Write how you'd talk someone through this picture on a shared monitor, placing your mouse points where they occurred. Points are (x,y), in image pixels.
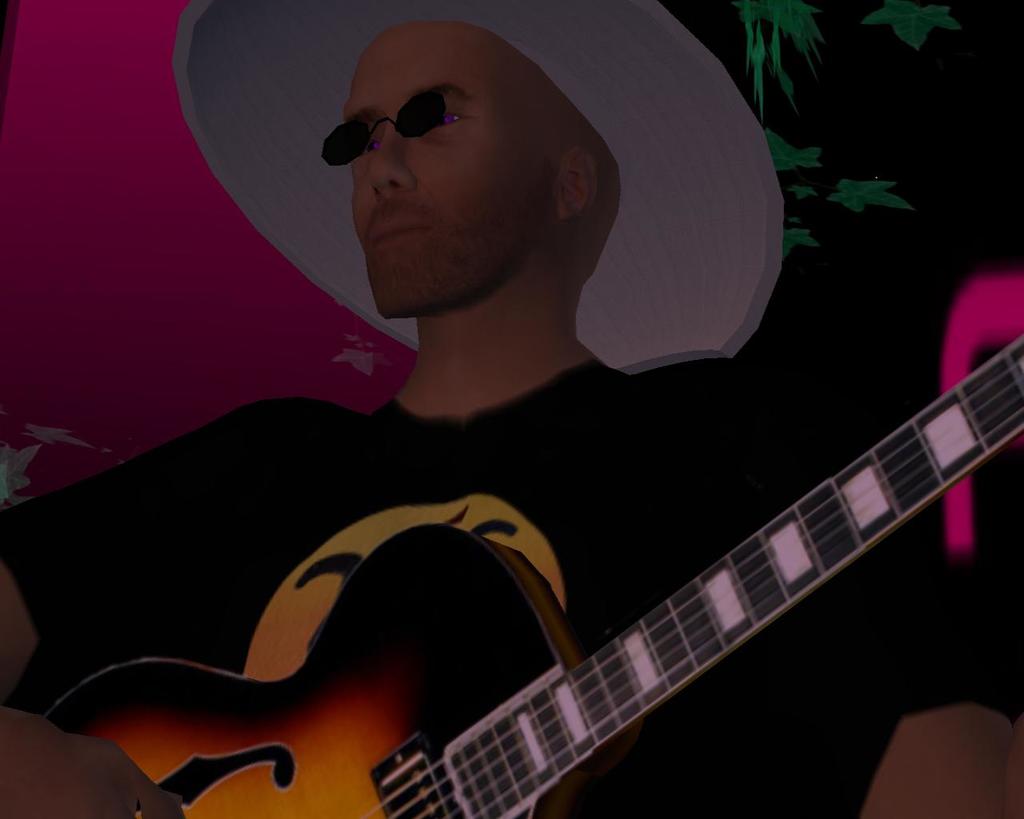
This is an animated picture, there is a person (428,35) wearing the hat (642,141) and holding the guitar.
